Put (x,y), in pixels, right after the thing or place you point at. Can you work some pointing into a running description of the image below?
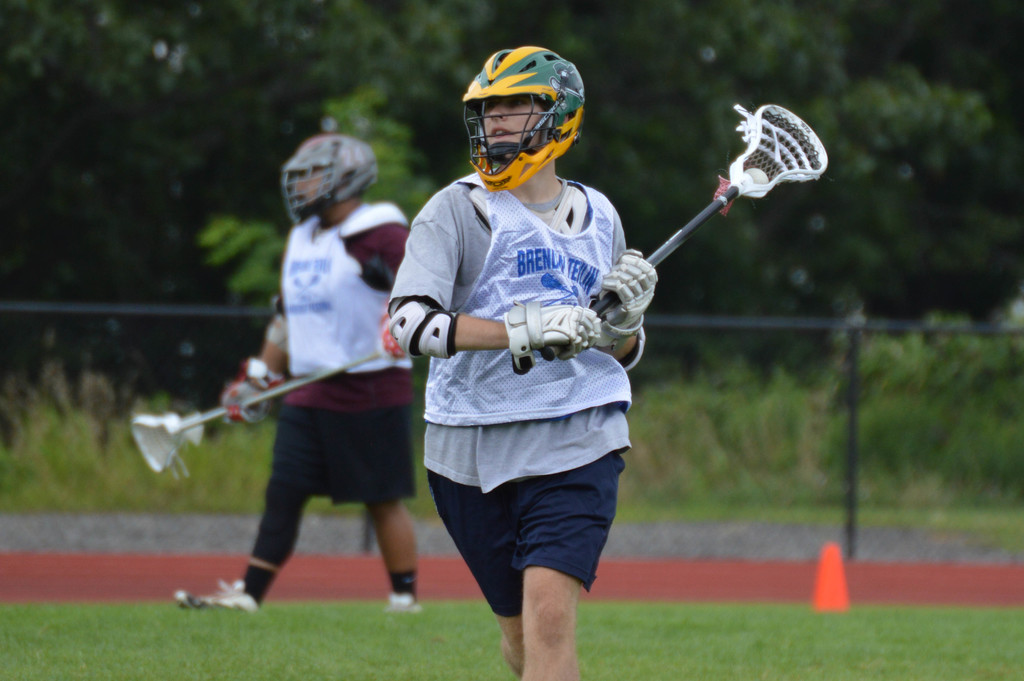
Background (990,196) portion of the picture is blurred we can see trees (669,114) and plants (750,469). In this picture we can see fence (850,460), orange object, grass (806,604). We can see men (607,258) wearing helmets (546,99), gloves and holding lacrosse sticks (766,170) in their hands (527,307).
